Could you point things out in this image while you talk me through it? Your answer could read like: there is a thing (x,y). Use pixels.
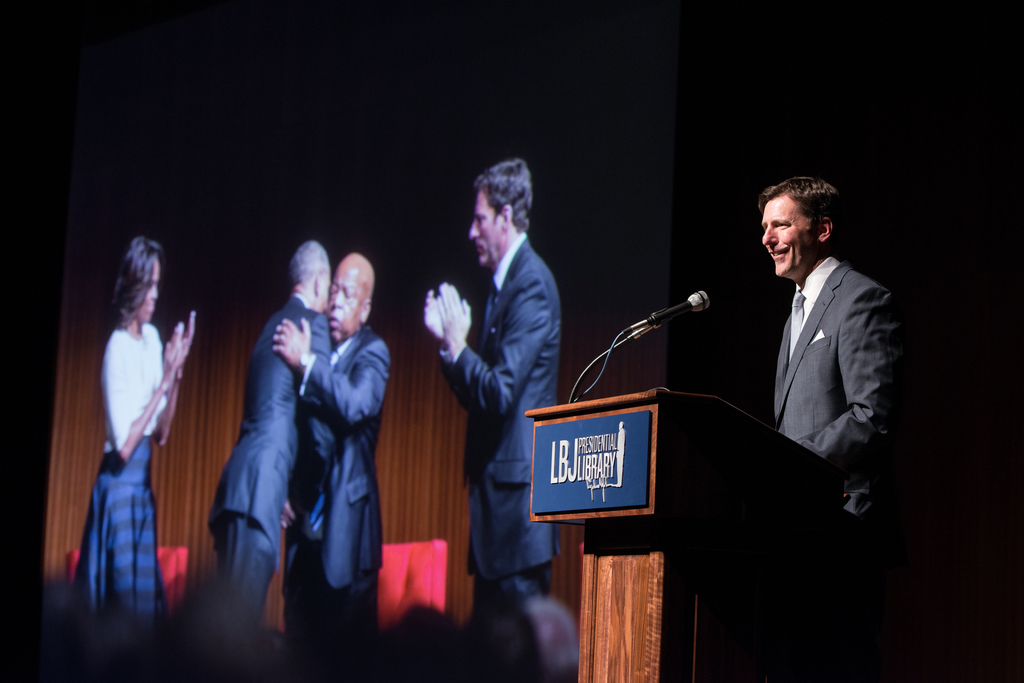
In this image I can see few people (303,605) are standing and I can see most of them are wearing formal dress (851,497). Here I can see a podium (654,430), a mic (579,400) and I can also see something is written over here. I can see this image is little bit in dark.
